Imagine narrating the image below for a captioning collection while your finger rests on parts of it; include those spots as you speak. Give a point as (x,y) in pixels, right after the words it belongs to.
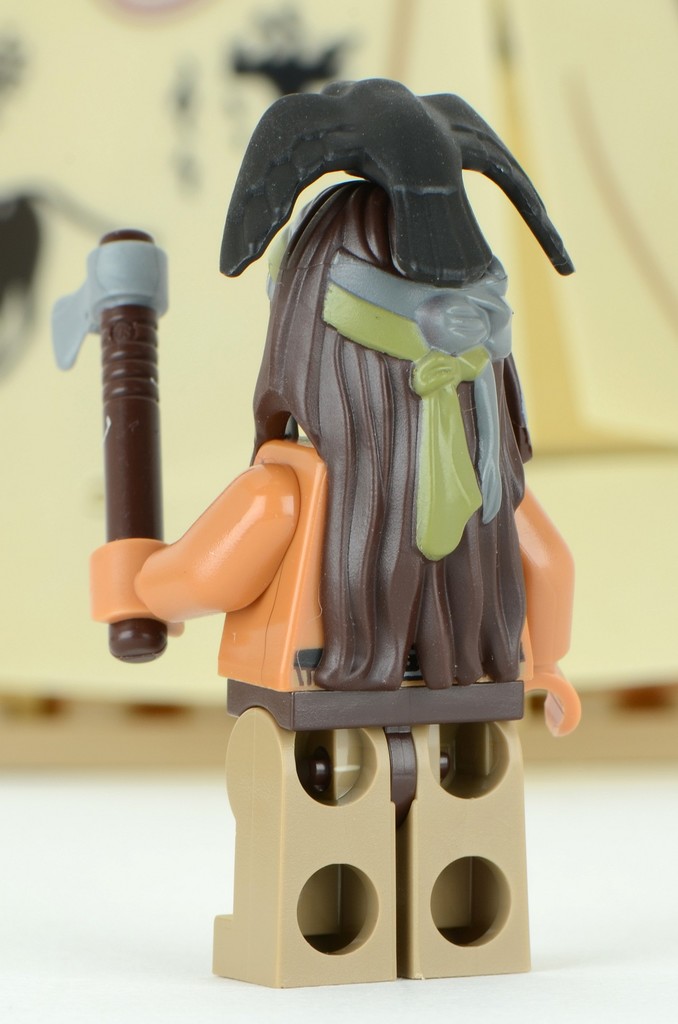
In the center of the image (373,511) a toy (336,649) is present. In the background (578,187), image is blur.
